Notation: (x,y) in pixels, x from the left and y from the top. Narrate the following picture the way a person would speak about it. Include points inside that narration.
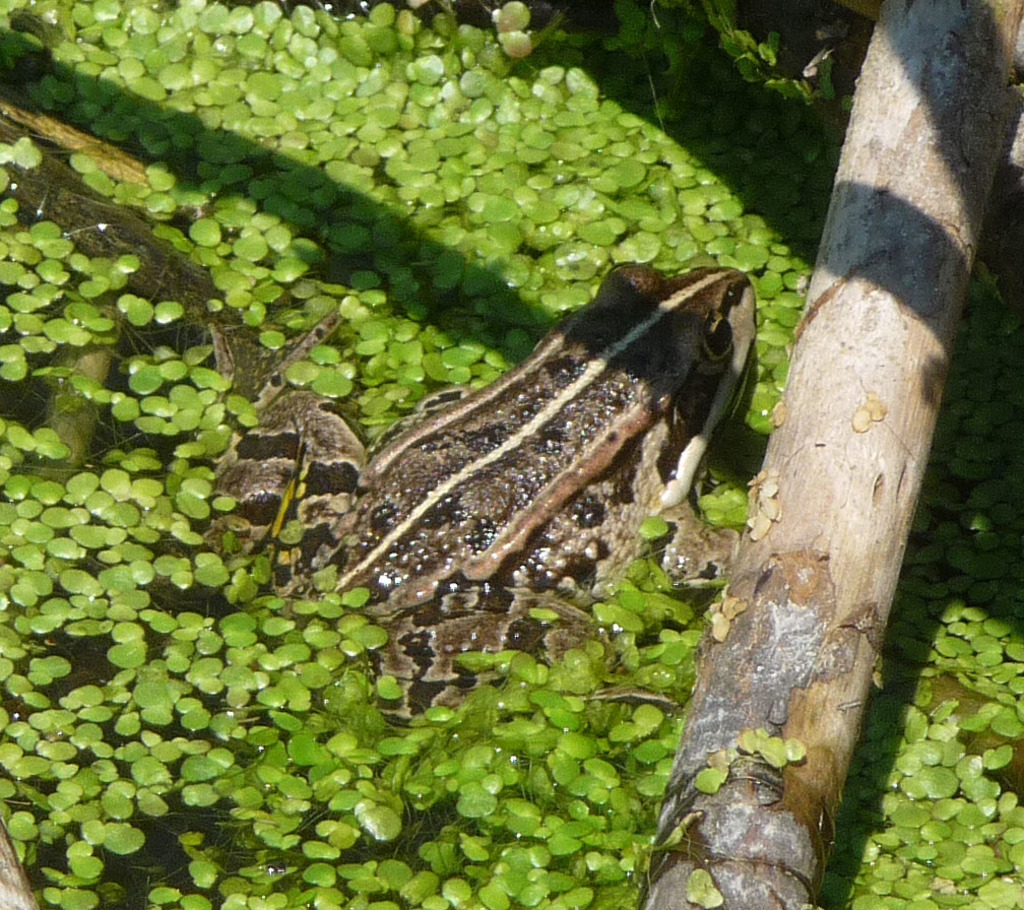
This is a frog (444,492), which is in the water (174,646). These are the leaves (174,646), which are green in color. This looks like a tree branch (824,416).
